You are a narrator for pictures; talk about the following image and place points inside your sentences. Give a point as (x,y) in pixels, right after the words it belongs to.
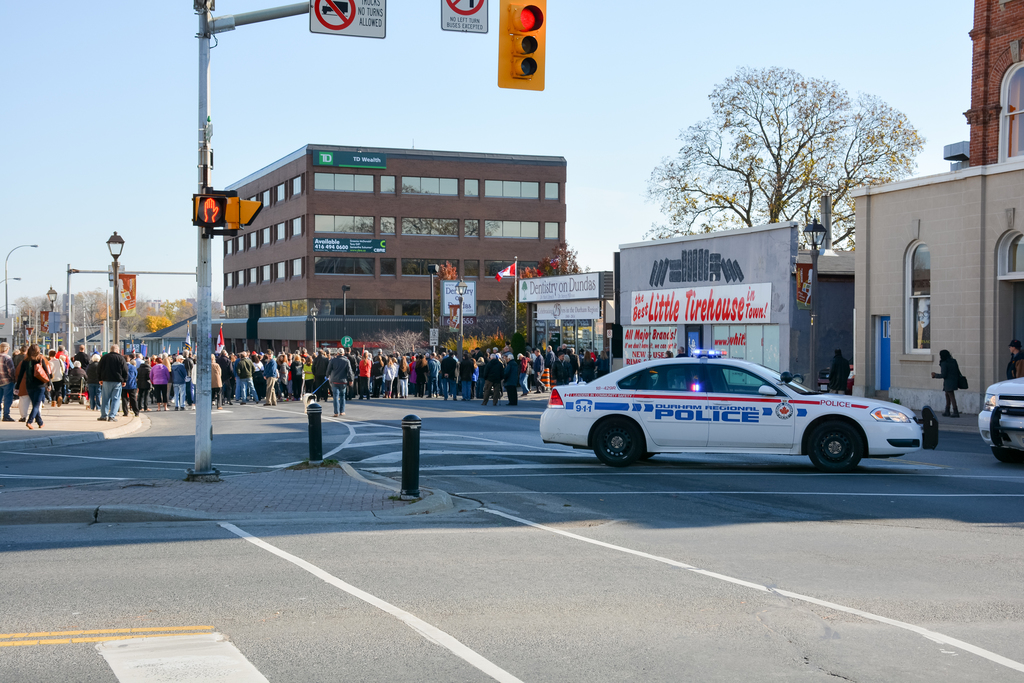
In this image we can see cars (724,438) on the road (544,575). In the background (357,369), we can see so many people (278,368), poles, lights (112,243), buildings (418,296), banners (659,297) and trees (738,193). At the bottom of the image (446,604), we can see a road (437,581). On the left side of the image (306,487), we can see pavements (256,500). At the top of the image (493,81), we can see the sky (459,74). We can see flags (502,276) in the background (221,350).
